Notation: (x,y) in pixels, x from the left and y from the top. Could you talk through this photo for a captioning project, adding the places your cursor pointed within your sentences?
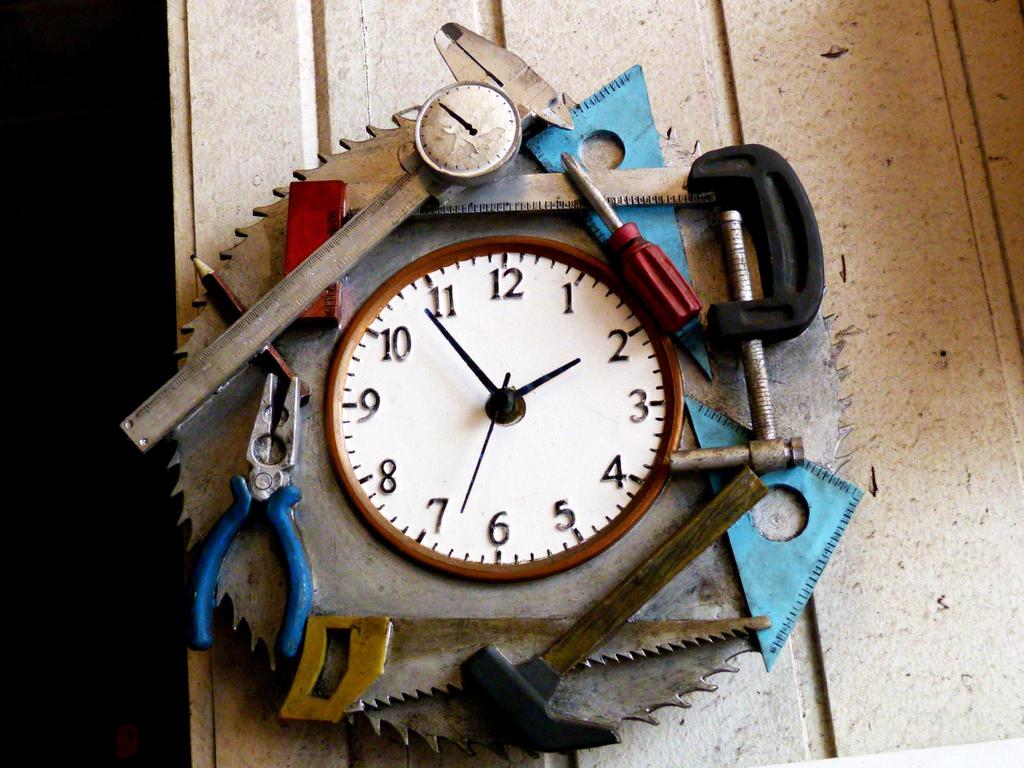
In this image I can see there is a wall (827,175). On the wall (882,213) there is a saw blade (799,419), On that there is a clock (544,327), Around the clock (425,302) there are some objects (273,451) placed in it.
